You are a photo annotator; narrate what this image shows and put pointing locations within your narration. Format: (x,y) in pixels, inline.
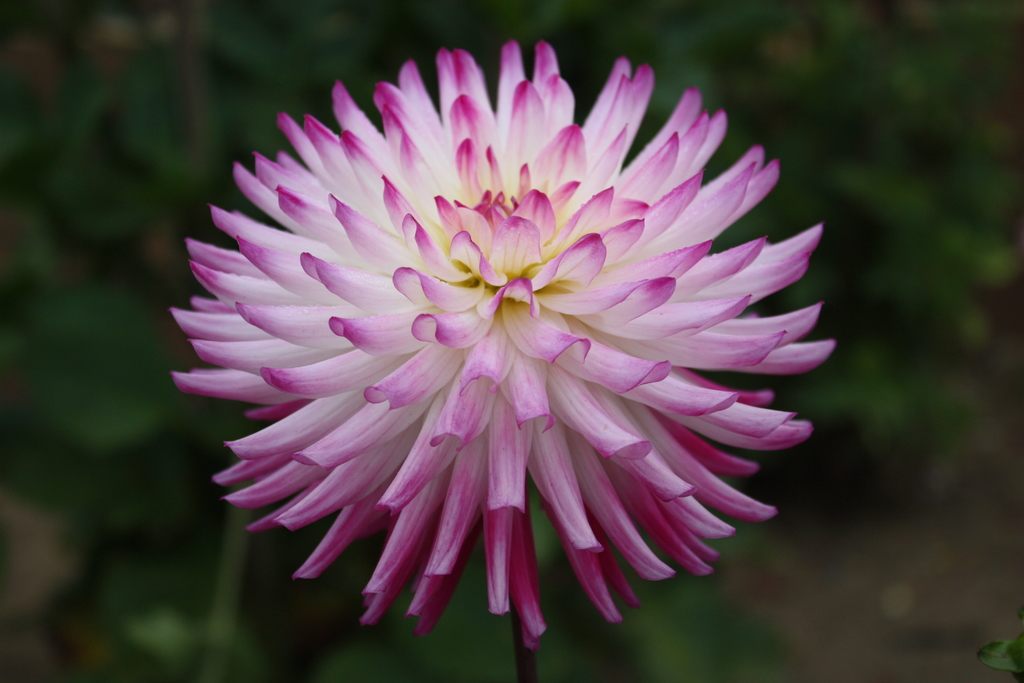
It is a beautiful flower (559,325) which is in white and pink color.
